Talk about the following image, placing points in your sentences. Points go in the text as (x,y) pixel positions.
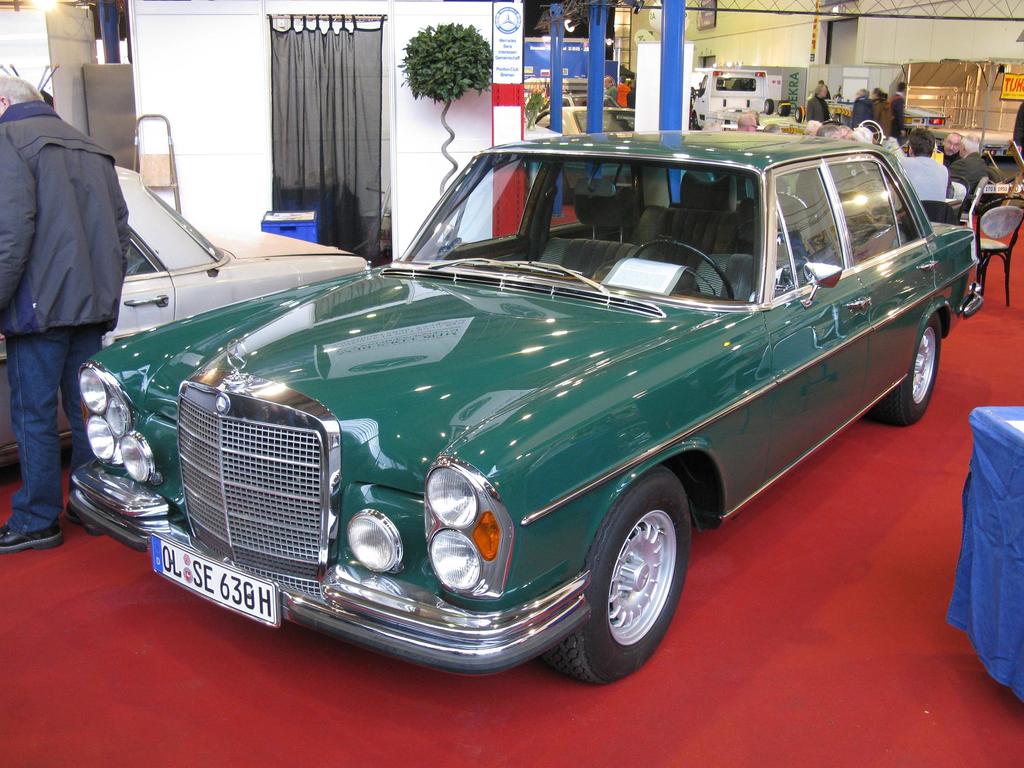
In the center of the image (483,335) we can see some vehicles (940,284). On the right side of the image (941,194) we can see some persons (980,179) are sitting on a chair (962,202) and also we can see table (1002,473), cloth (996,507). At the top of the image (364,70) we can see curtain (349,82), wall (229,77), plant (446,63), boards (518,56), grills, bin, light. On the left side of the image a man (46,185) is standing. At the bottom of the image (586,721) we can see the floor (696,669).
